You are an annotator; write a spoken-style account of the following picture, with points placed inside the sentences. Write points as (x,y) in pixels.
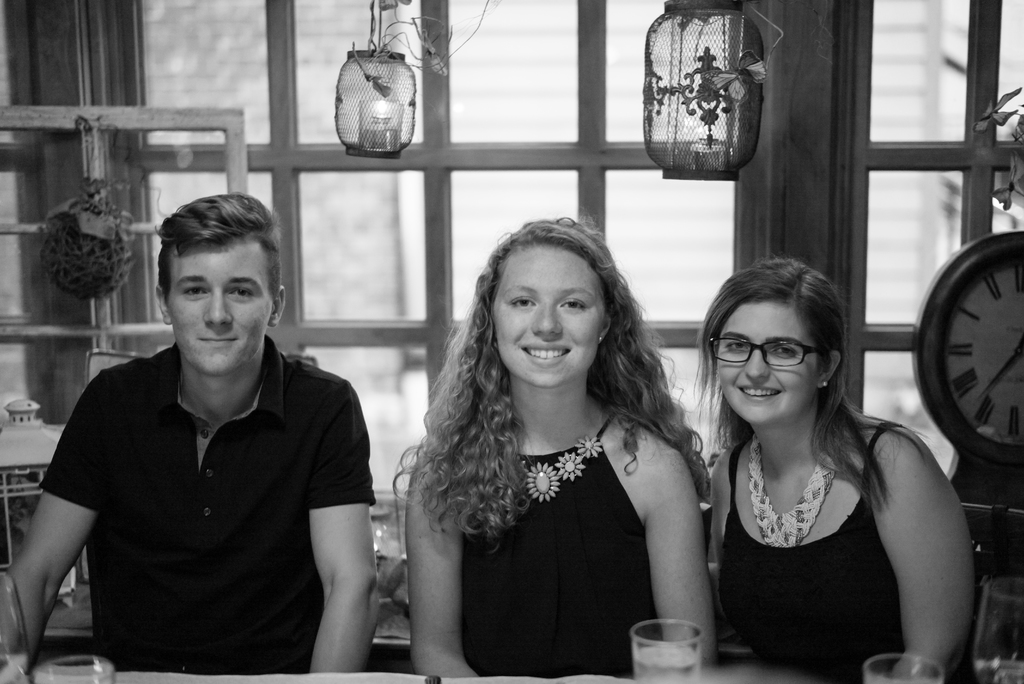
In this picture I can observe three members (424,445). Two of them are women (541,380) and one of them is a man (195,478). All of them are smiling. This is a black and white image. In the background (171,176) I can observe glass windows (292,162).
